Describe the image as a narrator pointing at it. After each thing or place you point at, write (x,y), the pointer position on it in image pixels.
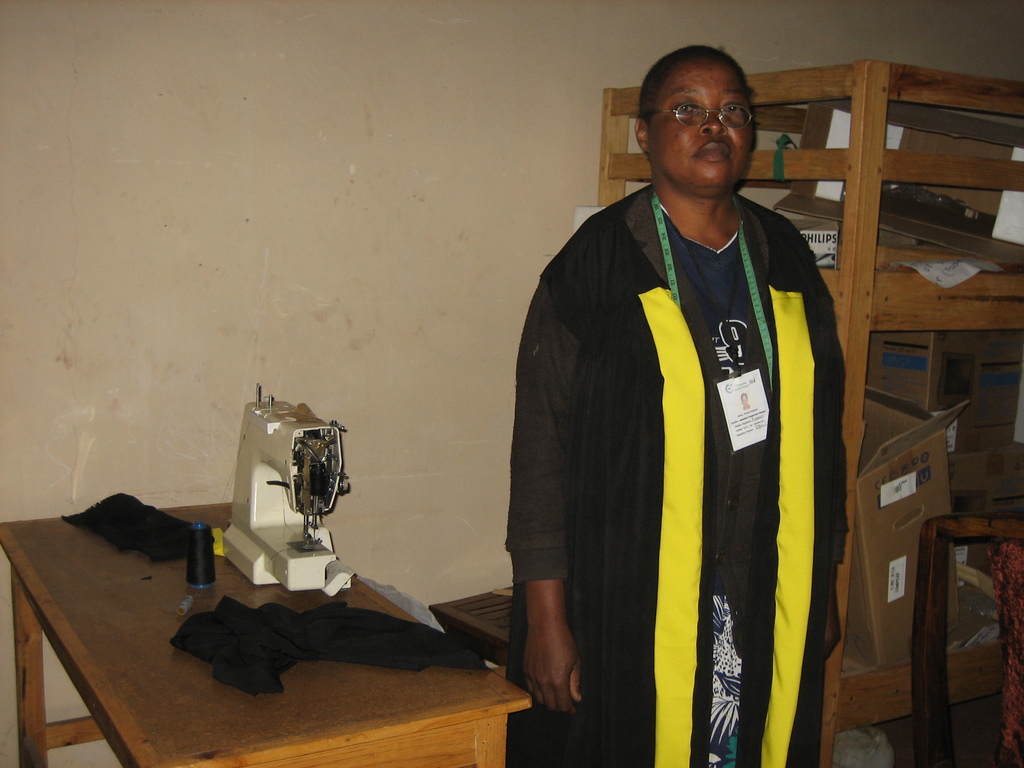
In this picture we can see a lady (537,465) wearing a black coat (615,421) and a tape (661,210) around her neck (655,183) and there is a sewing machine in front her and a shelf (877,446) behind her.
